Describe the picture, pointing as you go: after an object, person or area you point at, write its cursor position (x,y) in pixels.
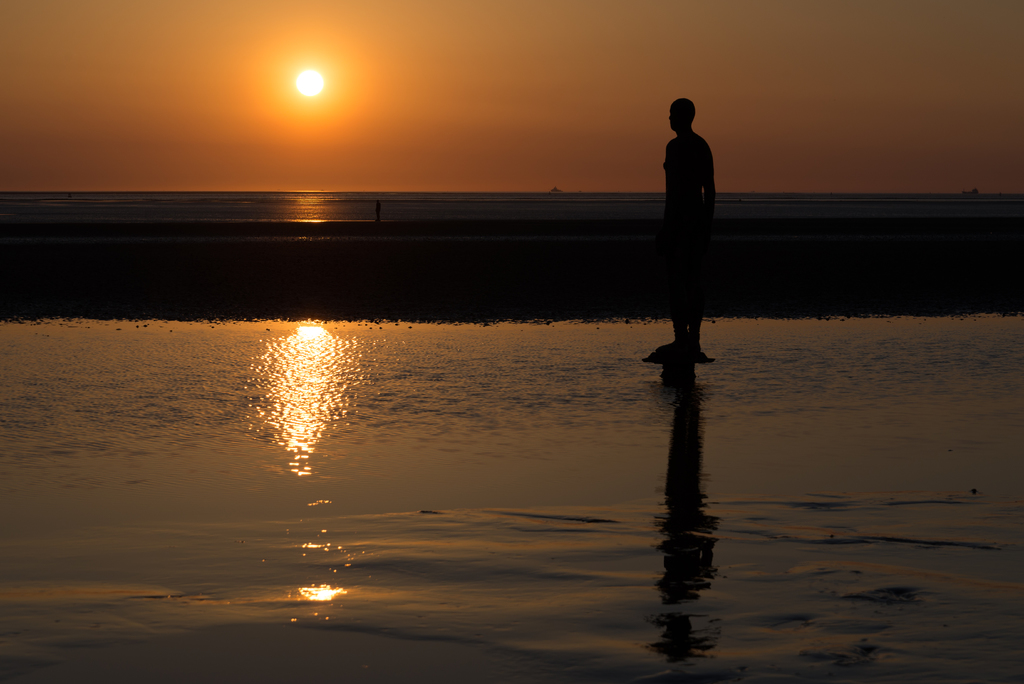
In the center of the image (659,248), we can see one person (674,214) standing. In the background (543,133), we can see the sky (423,74), sun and water (174,201).
